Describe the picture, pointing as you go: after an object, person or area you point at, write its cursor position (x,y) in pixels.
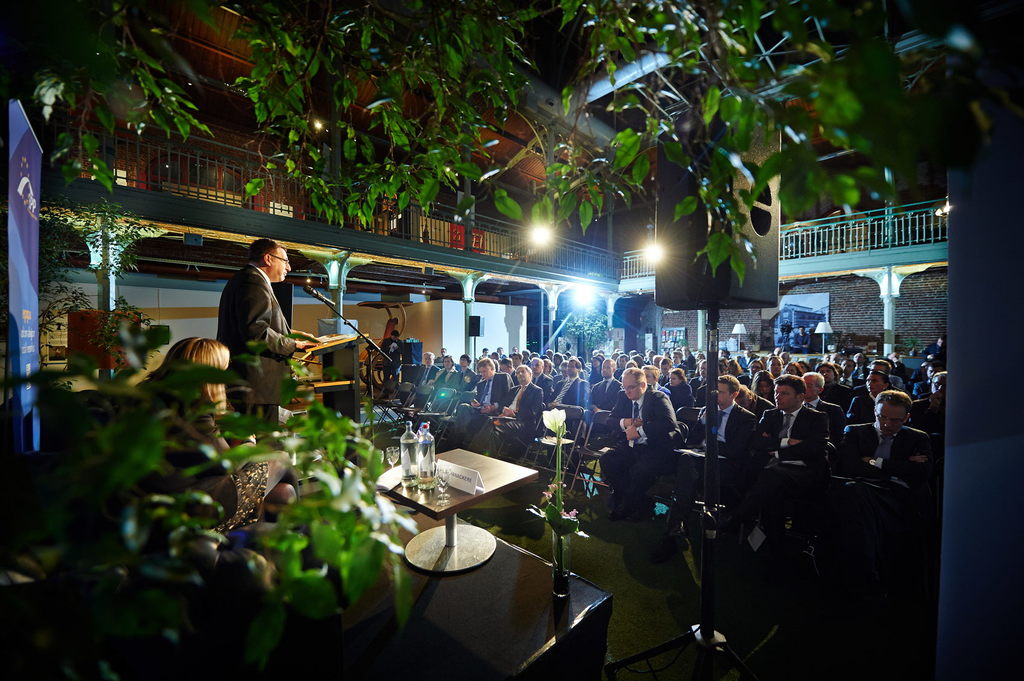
In the image we can see there are many people (723,423) sitting, they are wearing clothes (741,475) and some of them are standing. Here we can see the buildings (512,239) and these are the pillars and fence (377,199) of the building (417,201). Here there is a podium (318,382), microphone (314,288) and bottles (420,447) on the table (490,469). These are the leaves (343,445), lights (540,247) and a dark sky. Here we can see a banner (24,235) and a floor (656,605).
